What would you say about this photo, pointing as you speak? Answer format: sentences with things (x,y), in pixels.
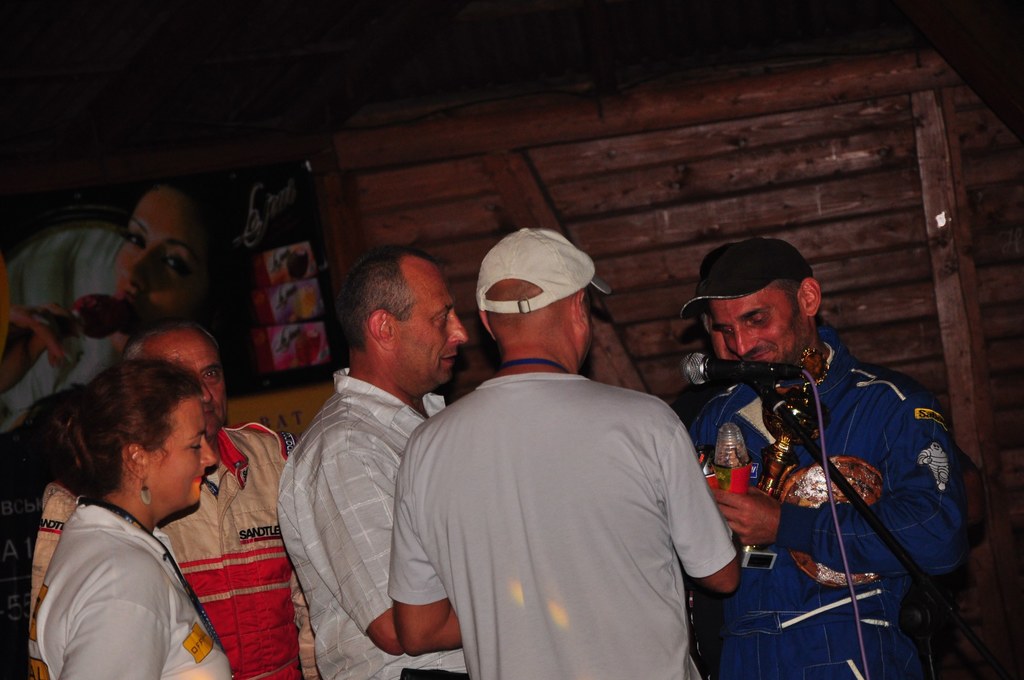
In this image I can see the group of people (324,522) with different color dresses (429,397). I can see two people (594,285) with the caps (594,285). These people (601,452) are standing in-front of the mic (711,379). In the background (61,285) I can see the board (238,213) to wooden wall (482,119).
